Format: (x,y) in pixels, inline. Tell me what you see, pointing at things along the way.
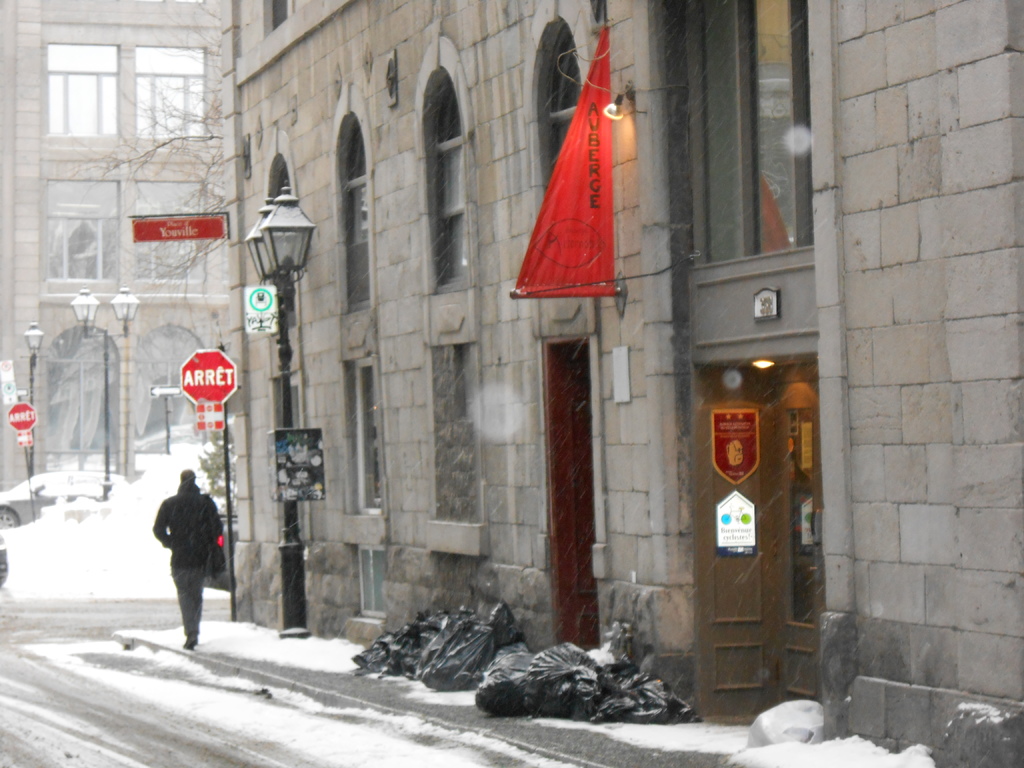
In this image we can see buildings (711,446), poles (289,406), lights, trees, car (9,505) and snow (103,527). At the bottom of the image (182,604), we can see some objects (547,691) and a person (191,554) on the pavement (629,764). We can see a road (30,701) in the left bottom of the image (30,701).
